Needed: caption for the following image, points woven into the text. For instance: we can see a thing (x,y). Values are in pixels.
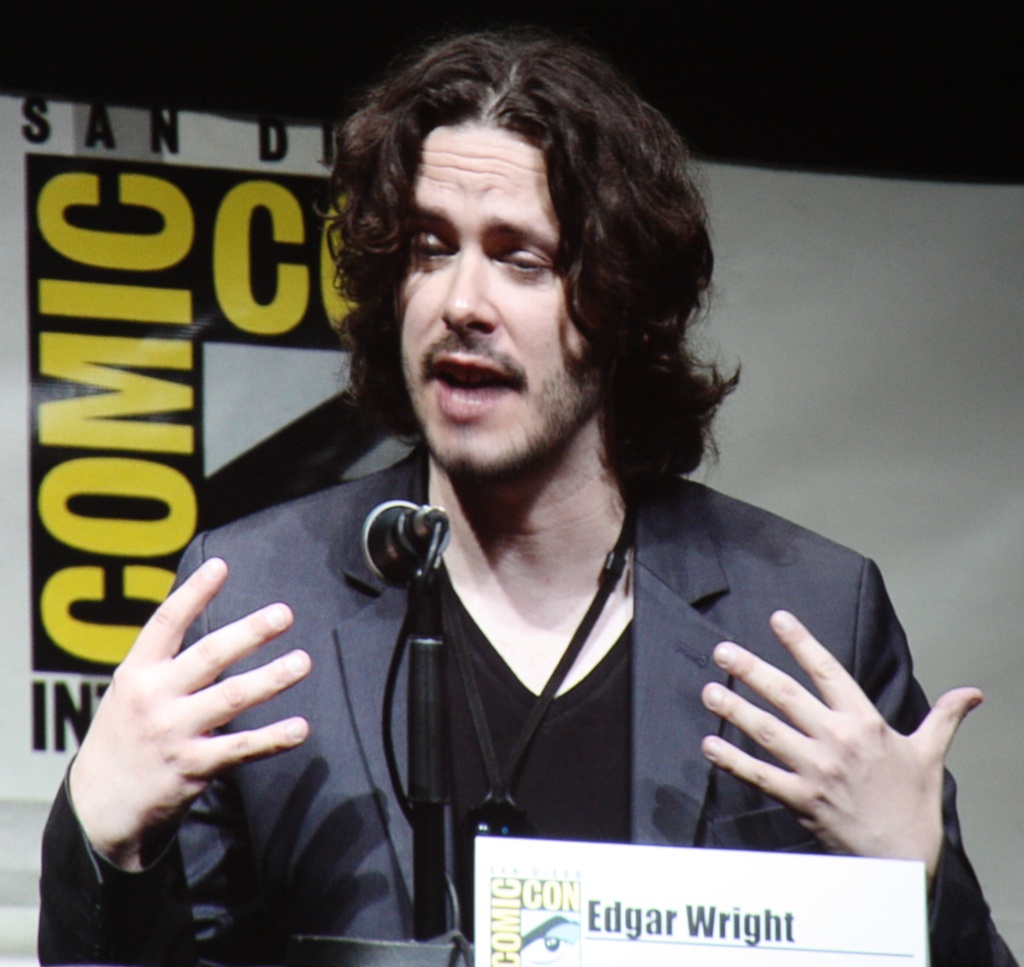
The picture consists of a television screen (413,656). In the center of the picture (455,475) there is a person (592,512) talking into the mic (395,518). At the bottom (651,907) there is a board (570,904). In the background (88,275) there is a banner (871,318). The person (682,552) is wearing a suit (163,841).
